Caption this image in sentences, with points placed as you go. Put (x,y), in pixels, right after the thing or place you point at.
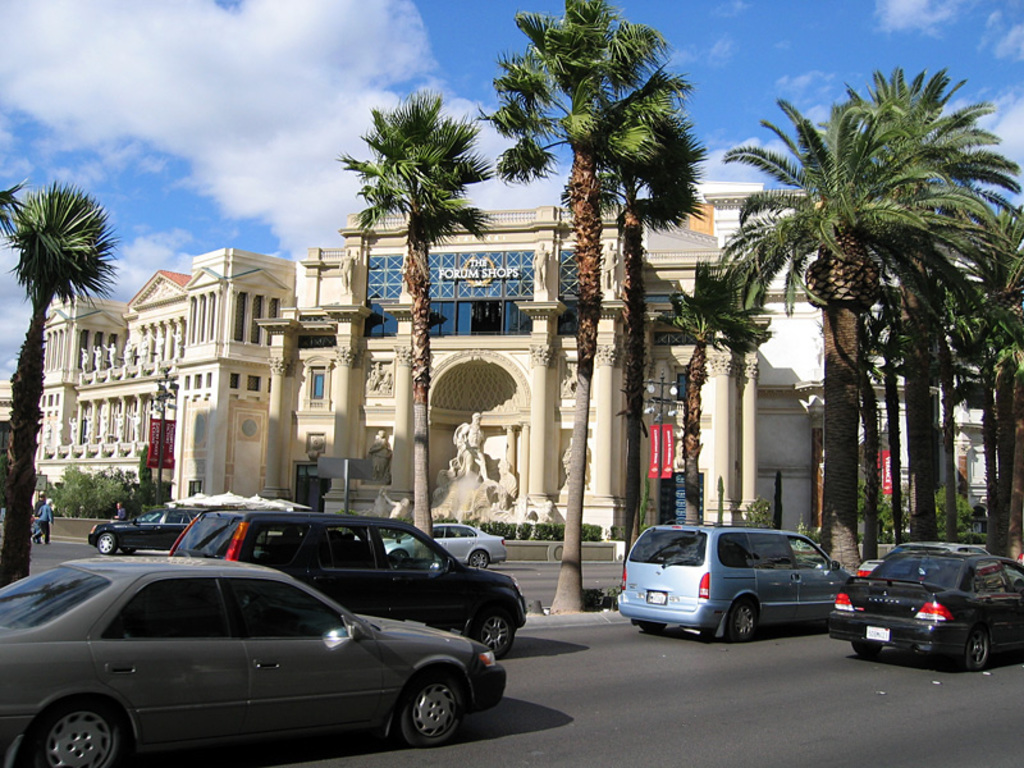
In this image in the front (225,575) there are cars (243,590) moving on the road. In the center (634,463) there are trees (917,438). In the background (183,404) there are building (902,472), plants (83,497), banners (171,462) with some text (670,433) written on it, there are persons (51,507) and there is some text (496,270) written on the wall (327,261) of the building (494,286), there are sculptures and the sky (350,133) is cloudy.
